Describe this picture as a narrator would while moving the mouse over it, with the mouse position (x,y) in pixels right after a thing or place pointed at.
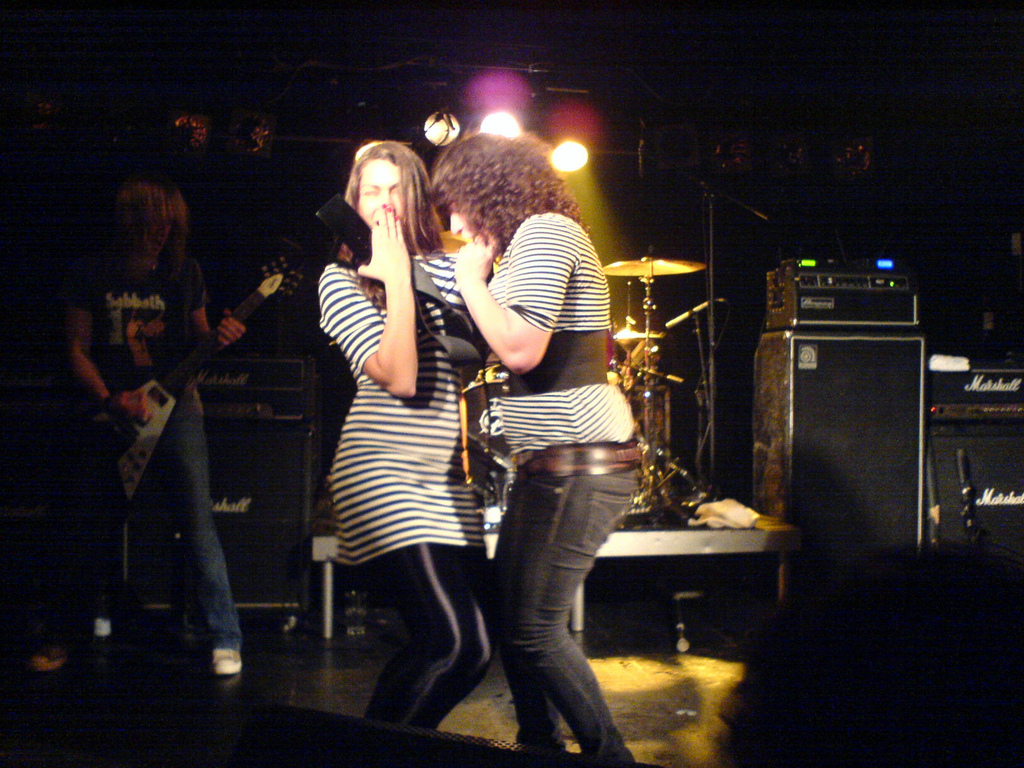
In the middle of this image (569,305), there are two persons (548,352) on a stage (453,726). In the background (642,365), there are speakers (292,570), musical instruments (650,361), a person (189,382) who is playing a guitar (135,434) and lights (428,135) arranged. And the background (605,163) is dark in color.
